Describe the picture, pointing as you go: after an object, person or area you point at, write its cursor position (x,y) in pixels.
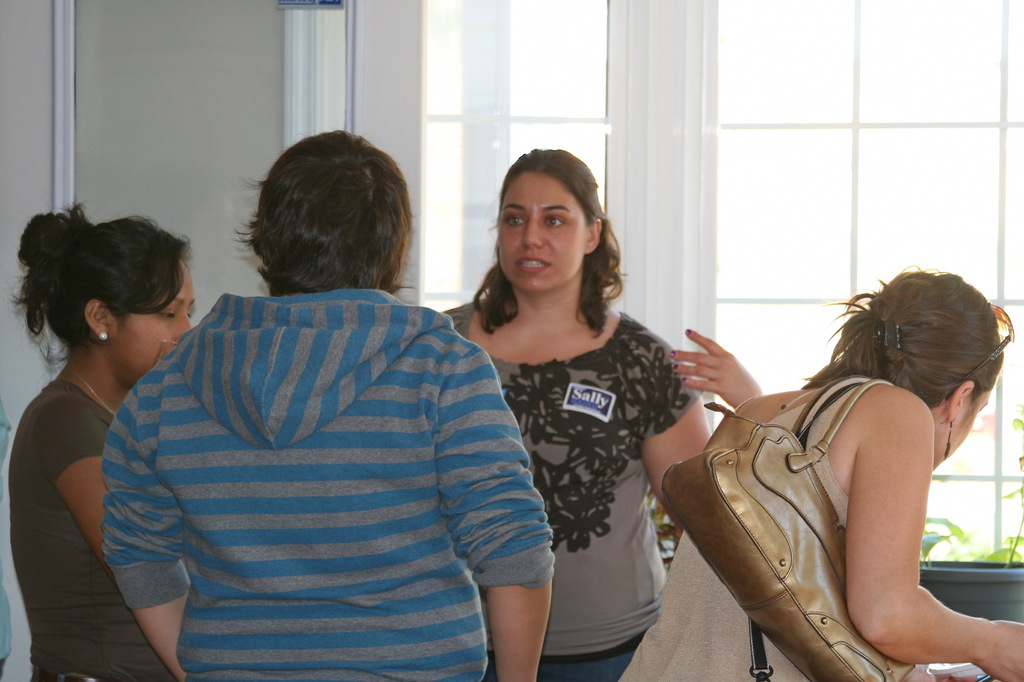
In this picture we can see a group of people (358,429) and in the background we can see a wall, window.
